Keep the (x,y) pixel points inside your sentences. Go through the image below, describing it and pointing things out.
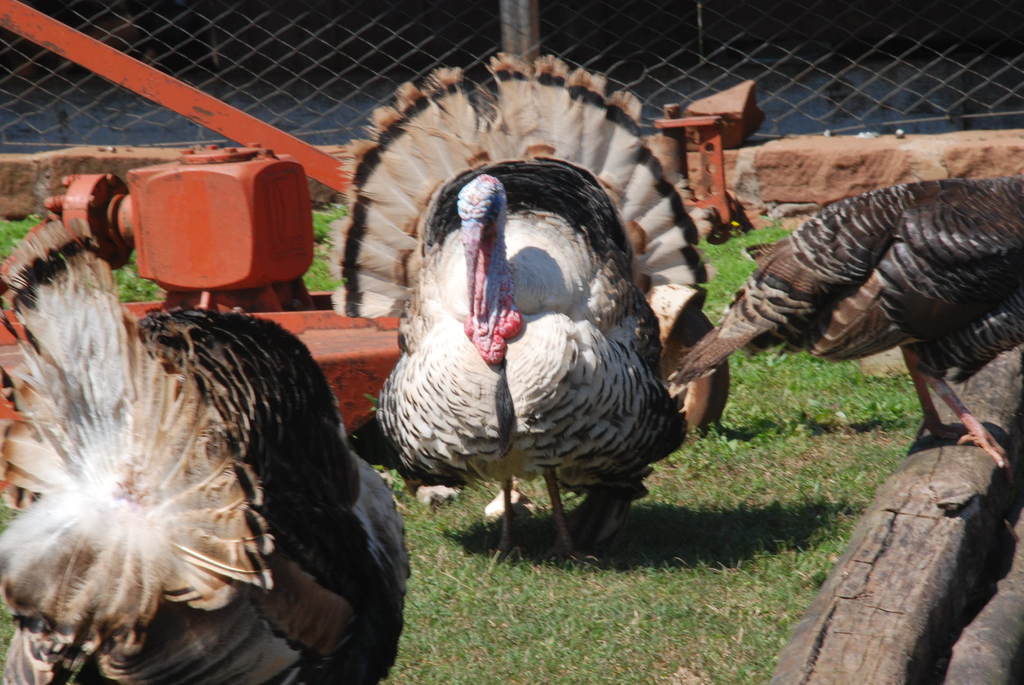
In this image we can see the turkeys (491,393). We can also see the orange color machine (393,336), grass (737,483), bark (947,470) and also the fence (389,84) in the background (669,71).
